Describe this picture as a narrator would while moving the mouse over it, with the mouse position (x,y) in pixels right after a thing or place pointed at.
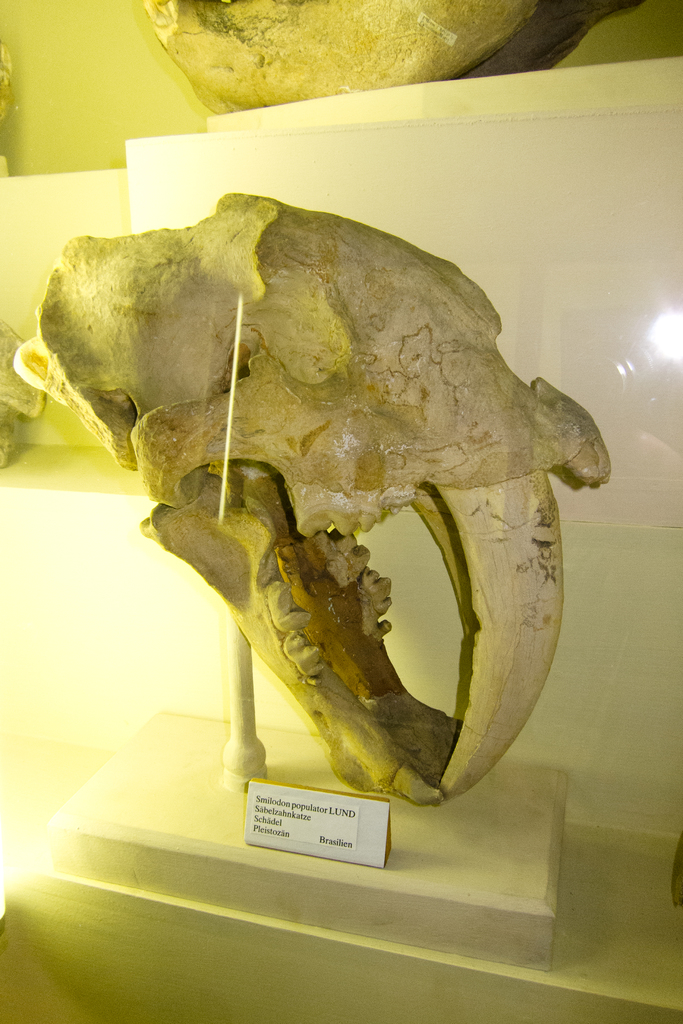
In the center of this picture (374,671) we can see the skull (251,571) of an animal (513,540) placed on an object (527,891) and we can see the text (275,822) on the paper (387,817) which is attached to the object (238,813). At the top (245,18) we can see the wall (138,45) and some other objects (344,41).
